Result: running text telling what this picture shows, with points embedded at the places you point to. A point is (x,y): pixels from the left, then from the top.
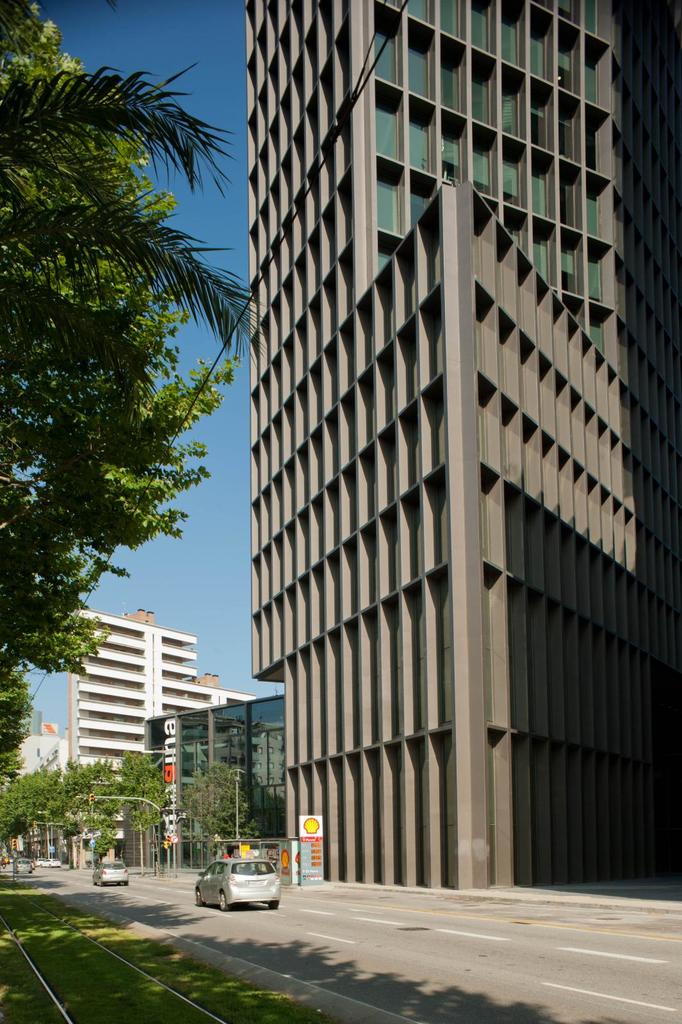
This image is taken outdoors. At the bottom of the image (483,966) there is a road (383,965) and there is a ground (115,992) with grass (94,985) on it and there is a track (150,975). At the top of the image (148,53) there is a sky (212,579). On the left side of the image (71,440) there are a few trees (71,440). In the middle of the image (342,589) there are a few buildings (49,756) and there is a skyscraper (455,281). There are a few trees (75,774) and poles (171,822). There are a few boards (310,851) with text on them and two cars (230,863) are moving on the road (189,902).
